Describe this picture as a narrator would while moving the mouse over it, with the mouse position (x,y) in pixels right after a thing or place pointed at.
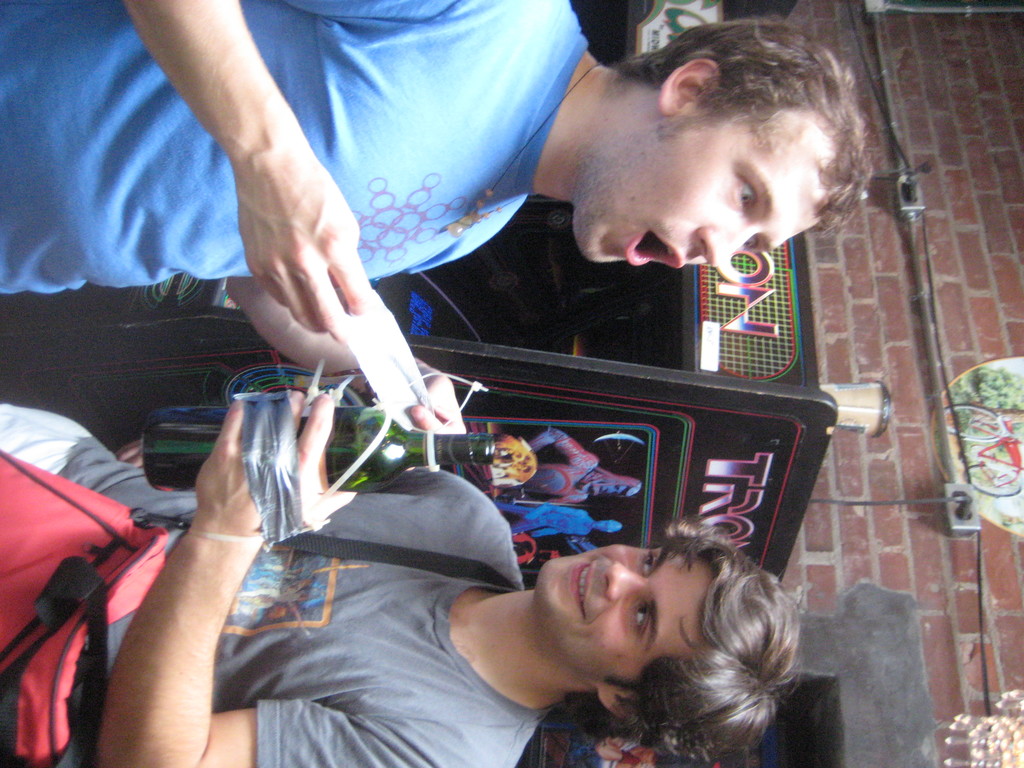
Here in this picture we can see two men (279,576) standing over a place and the person (223,519) on the bottom side (377,603) is carrying a bag (8,561) with him and also carrying a bottle (474,463) in his hand (310,466) and the person (297,324) on the left side (300,306) is holding a paper (366,336) in his hand (342,340) and is shocked and the other person (587,592) is smiling and beside them we can see a gaming machine (567,391) present over there and at the top of the machine (824,432) we can see a cup of coffee (859,391) present and on the wall (870,375) we can see wires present over there.
